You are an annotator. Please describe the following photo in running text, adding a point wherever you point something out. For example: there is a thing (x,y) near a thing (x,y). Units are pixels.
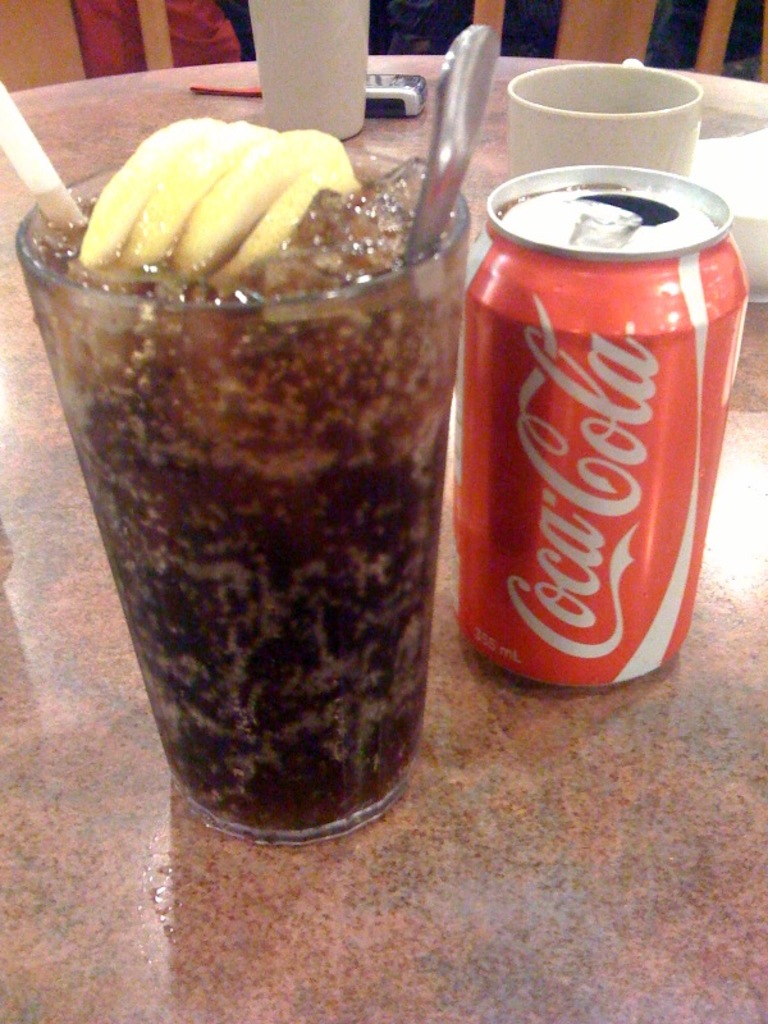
As we can see in the image there is a table (50,374). On table (428,891) there is a glass (288,459), mobile phone (397,101), cup (648,125) and a tin (656,353).
